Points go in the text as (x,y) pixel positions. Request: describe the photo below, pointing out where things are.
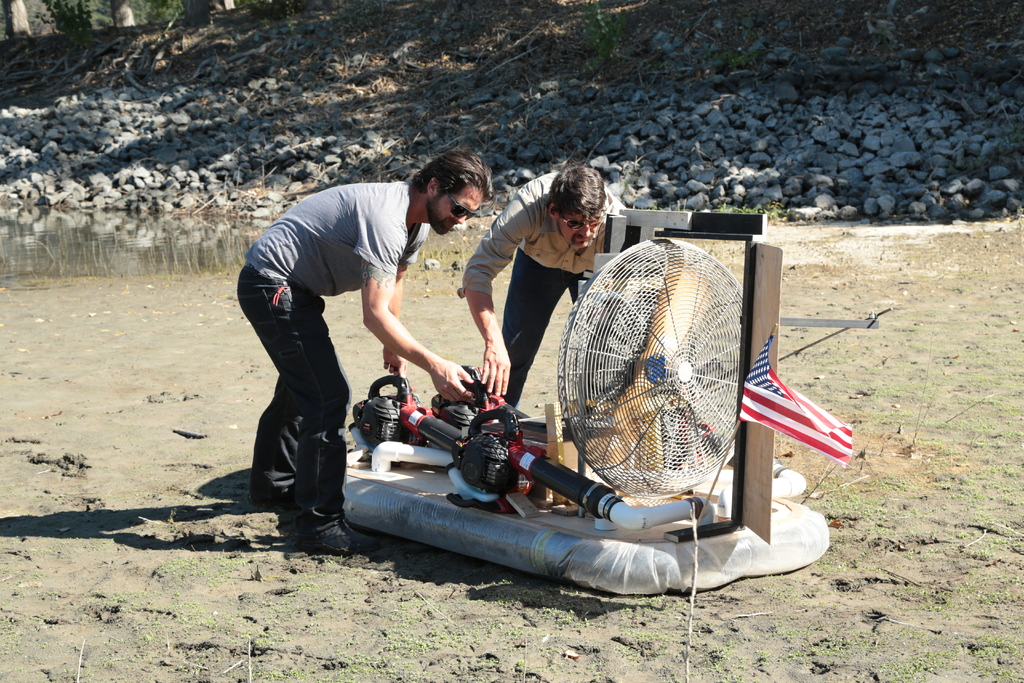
In the image I can see two people (256,464) who are in front of some machines (454,426) and a fan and behind there are some rocks (370,158) and plants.
